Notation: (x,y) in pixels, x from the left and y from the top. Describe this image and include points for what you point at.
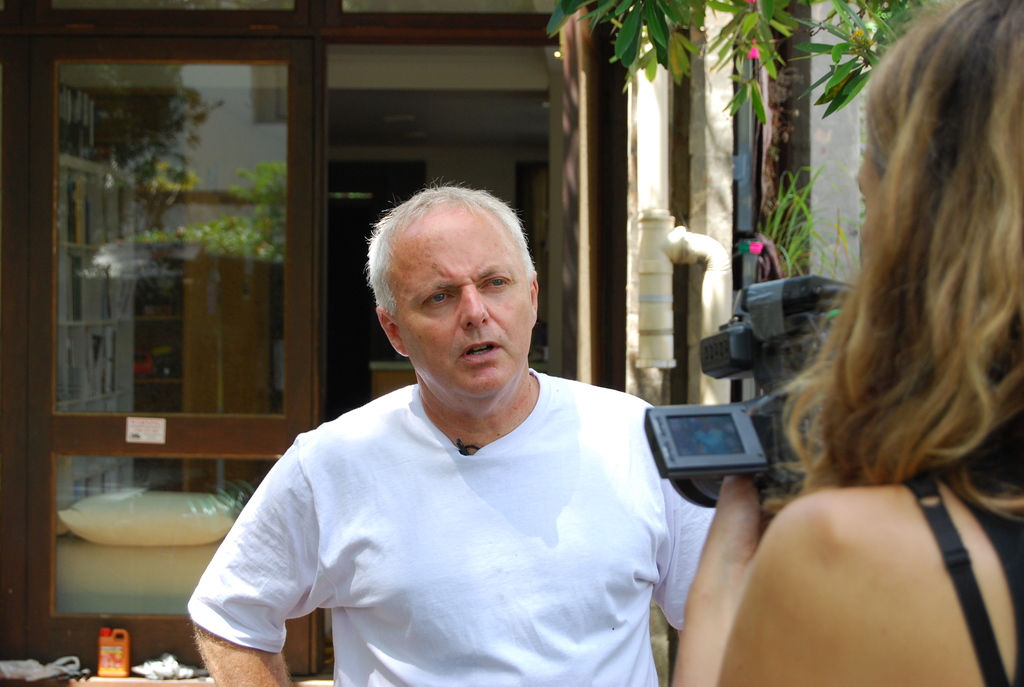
In this picture I can see a person (1001,294) holding a camera (765,373), there is a man (528,435) standing, there are trees (898,16), this is looking like a house (178,464), these are looking like books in the racks (70,338), this is looking like a pillow (87,501) and there are some other items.
